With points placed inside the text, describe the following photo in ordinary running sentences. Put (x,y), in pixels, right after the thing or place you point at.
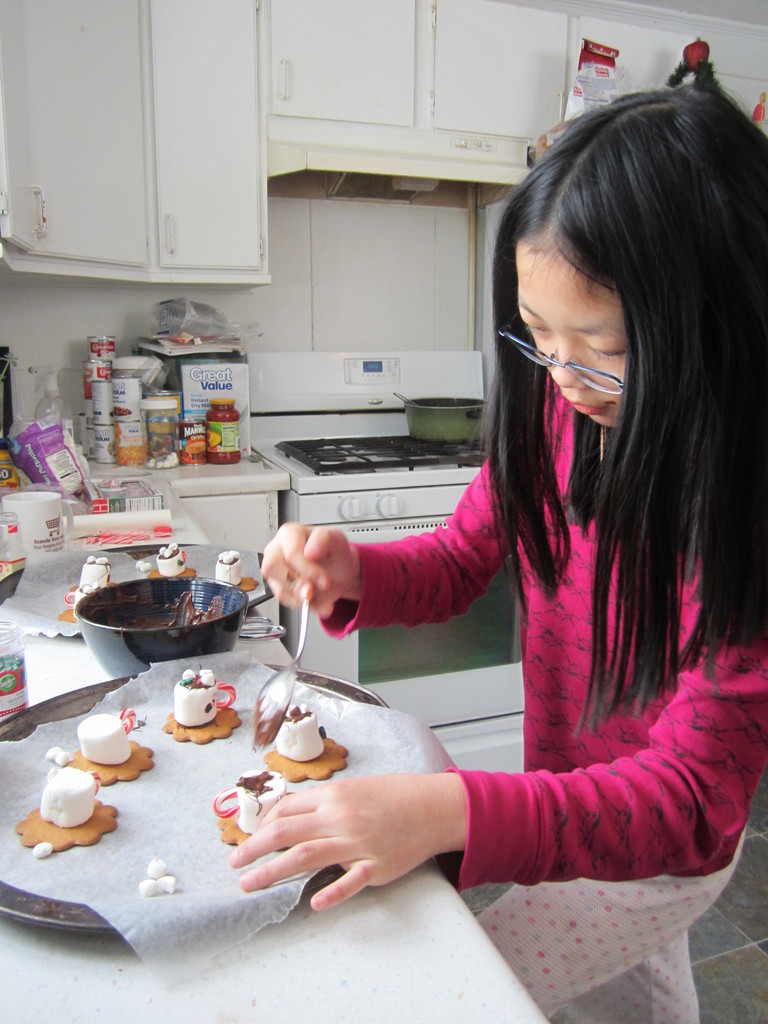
This image consist of food (243,807) which is in the center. On the right side (610,672) there is a girl (621,690) standing and holding a spoon (306,608). In the background (121,526) there are objects (115,446) on the platform (258,643) which are white and black in colour and on the wall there is a wardrobe (380,106) which is white in colour and there is a gas stove (370,453) and on the stove (388,454) there is an utensil (438,434).
